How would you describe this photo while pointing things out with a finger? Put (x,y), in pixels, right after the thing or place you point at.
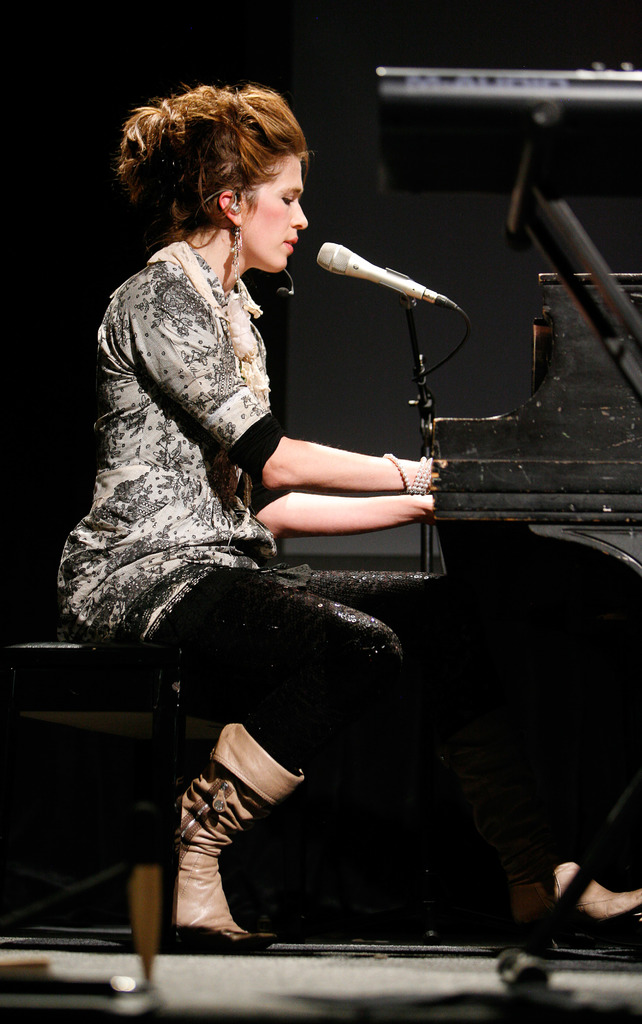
In this picture there is a lady (286,140) who is sitting on the chair (171,742) and there is a piano (477,447) in front of the lady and a mic (421,298) it seems to be she is singing in the mic (360,272).
